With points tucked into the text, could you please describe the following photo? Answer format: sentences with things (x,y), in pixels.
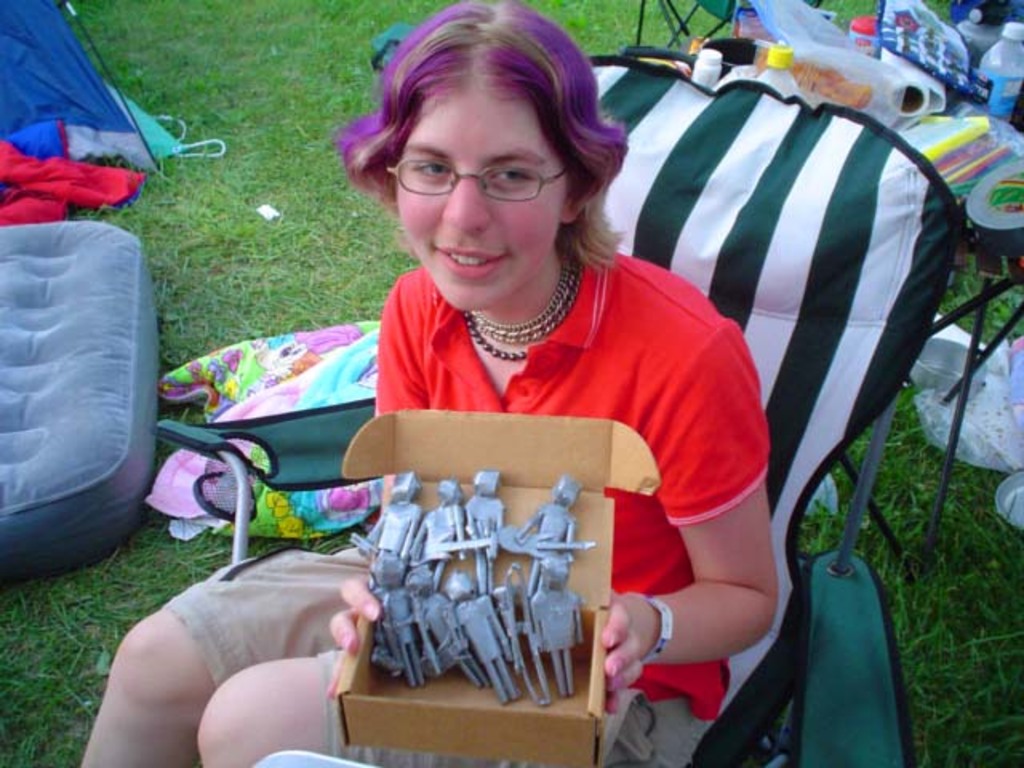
On the grass (670,34) we can see bottles (982,68) and other objects (66,317). Here we can see a person (687,368) with short hair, wearing a red t-shirt (664,345), spectacles (542,189) and sitting on a chair (773,245). This person (311,566) is holding a box (567,712) with mini toys (568,543) and smiling.
